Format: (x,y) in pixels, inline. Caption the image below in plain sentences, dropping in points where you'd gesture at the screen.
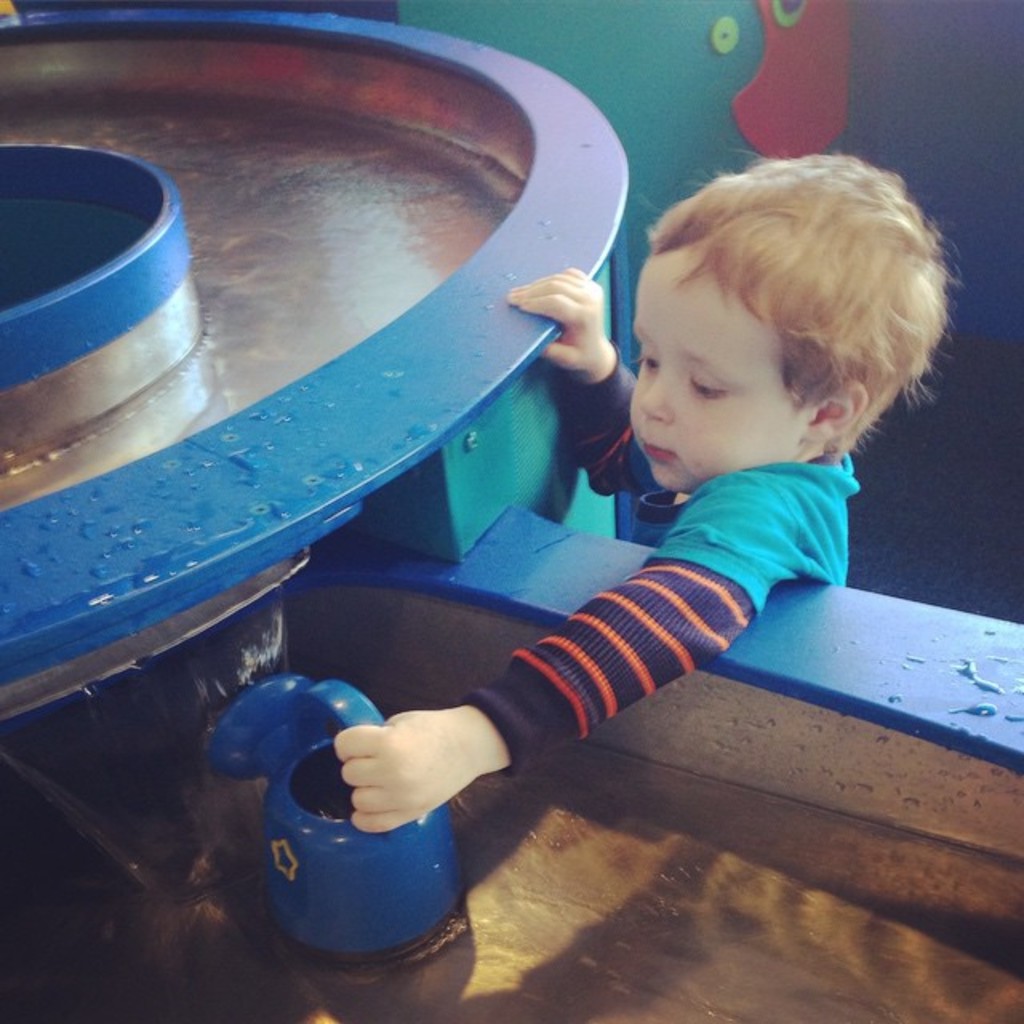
There is a child (717,435) holding a blue color object (383,723). Also there is a blue color round object (293,272). In the back (671,53) there is a wall (841,53).
